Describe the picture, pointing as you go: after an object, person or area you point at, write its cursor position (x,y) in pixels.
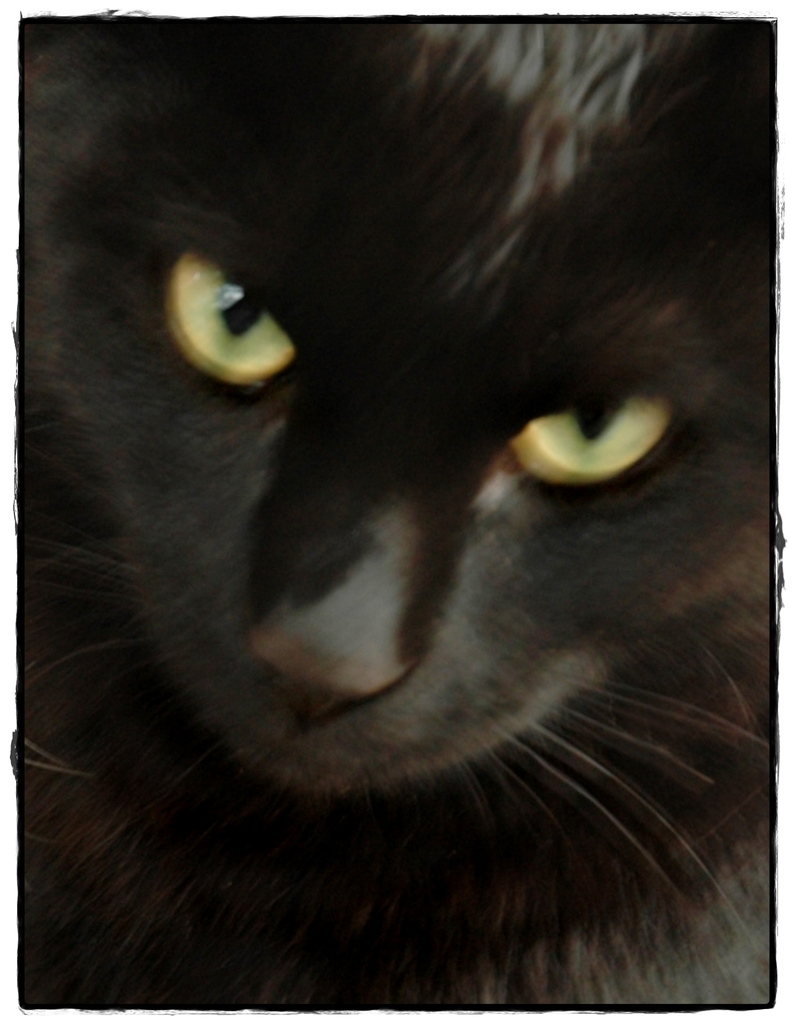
In this image there is a black cat (435,283). We can see the eyes (262,351) of a cat (573,301).
